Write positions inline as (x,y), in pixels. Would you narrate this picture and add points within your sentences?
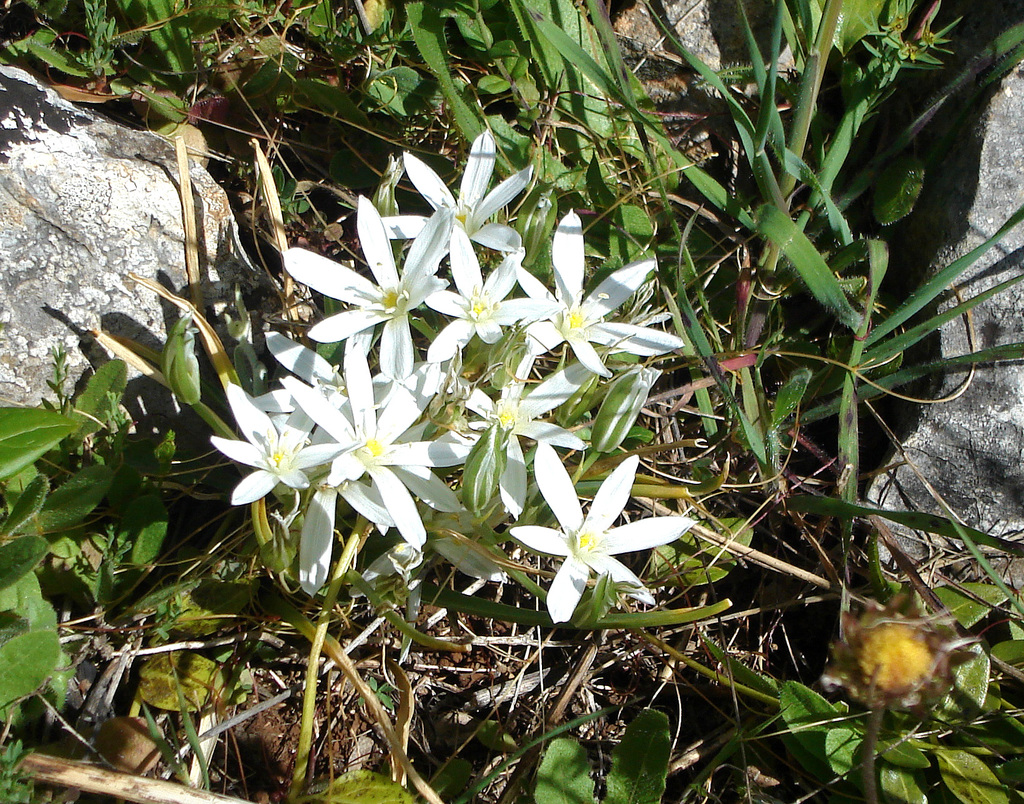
In this image I can see few white and yellow color flowers (465,317) and few green leaves (857,104). I can see a stone (132,266).
